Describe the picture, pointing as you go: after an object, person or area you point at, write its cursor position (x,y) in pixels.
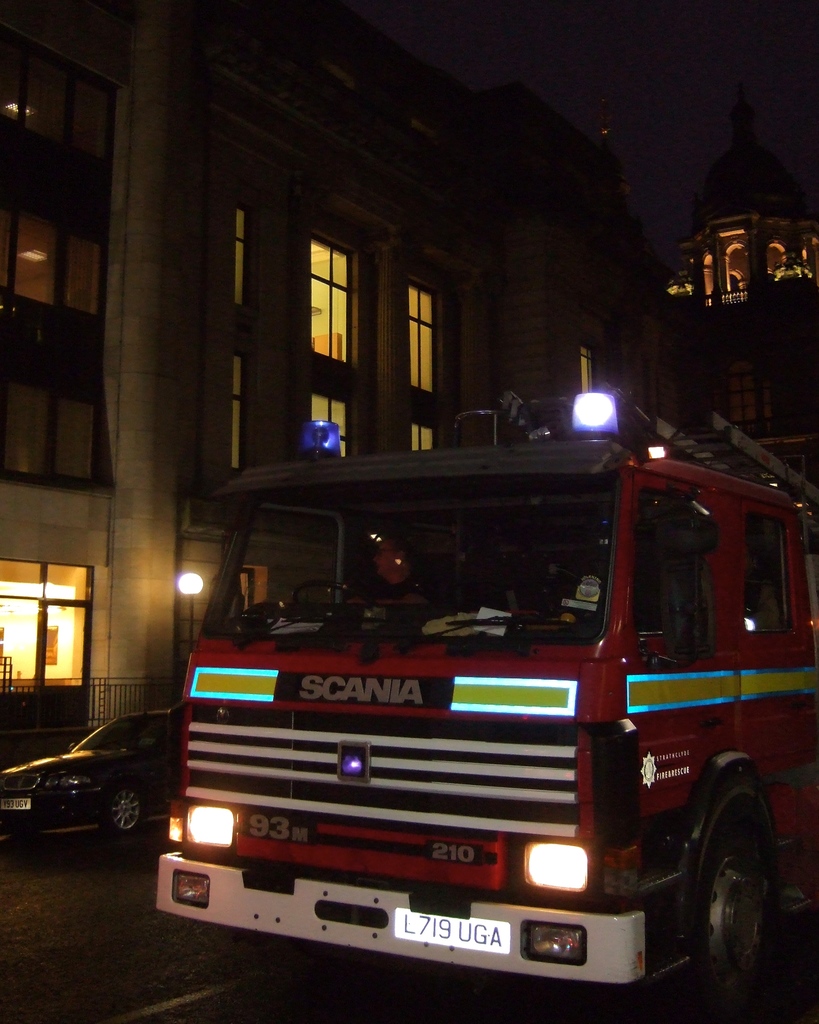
In this picture we can see vehicles (742,980) with lights (614,422) on the road (289,948). In the background (236,436), we can see buildings (398,259), lamp post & here the sky (566,93) is dark.
